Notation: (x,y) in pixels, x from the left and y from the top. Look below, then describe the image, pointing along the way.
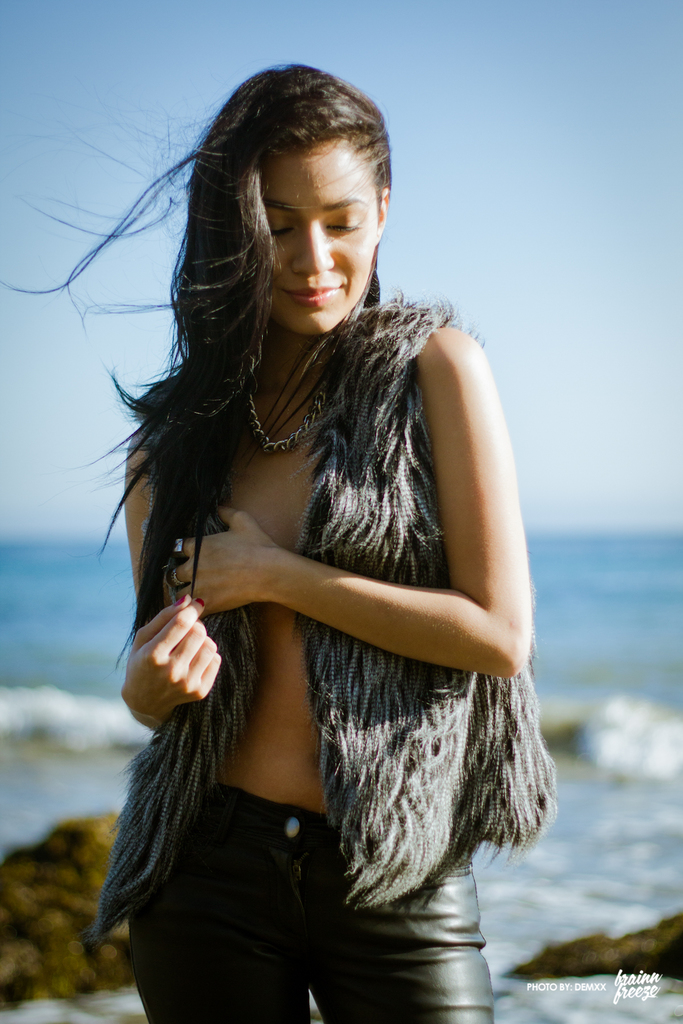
In this image in front (391,761) there is a person (381,805). Behind her there are rocks (594,944). In the background of the image (625,658) there is water (603,578) and sky (584,407).
